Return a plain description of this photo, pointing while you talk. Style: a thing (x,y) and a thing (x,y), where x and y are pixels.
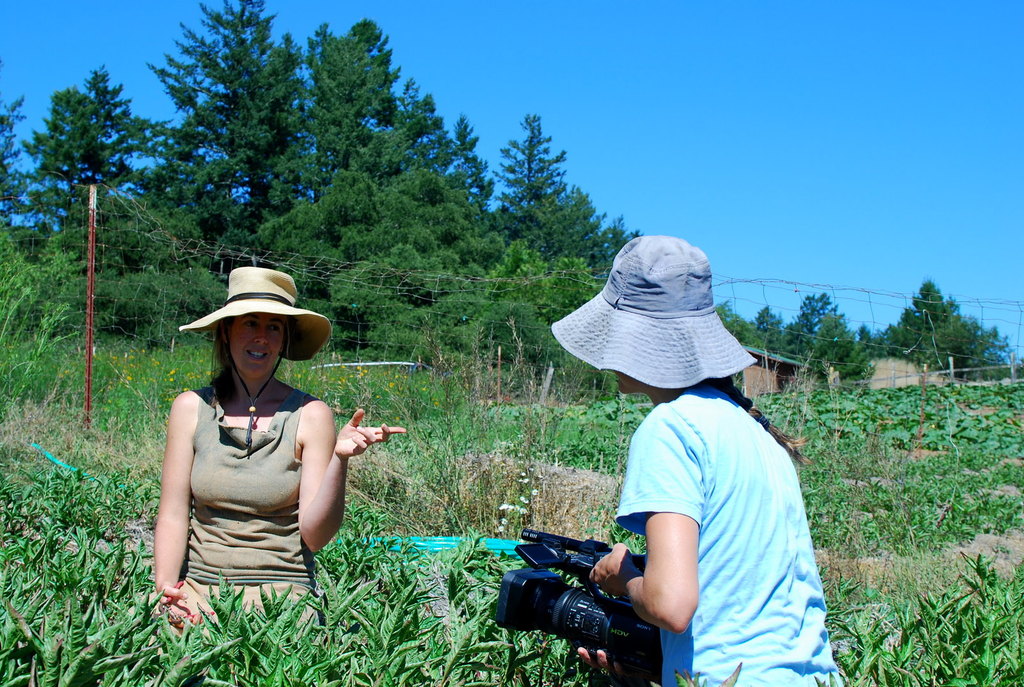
In this image I can see a person (757,512) wearing blue t shirt (736,509) and blue cap (691,346) is standing and holding a black colored camera (596,556). I can see a woman (259,465) wearing brown colored dress (255,481) is standing, few plants (353,638), few trees (927,338), few poles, the fence (912,377) and few trees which are green in color. I can see the wall (878,365) and in the background (797,173) I can see the sky (742,140).
